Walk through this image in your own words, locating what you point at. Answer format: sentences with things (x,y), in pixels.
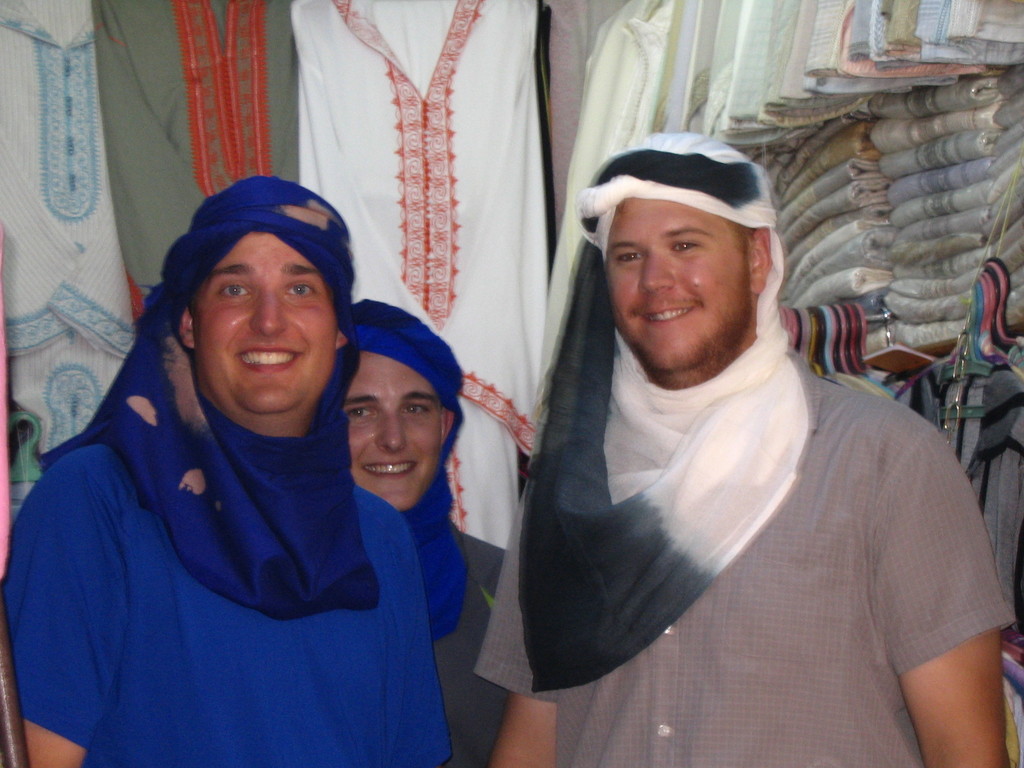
In this picture, we see three men (422,489) are standing. Three of them (482,660) are smiling. Behind them, we see clothes (382,116) hanged to the hanger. On the right side (786,161), we see clothes (830,188) placed in the rack (812,217).
